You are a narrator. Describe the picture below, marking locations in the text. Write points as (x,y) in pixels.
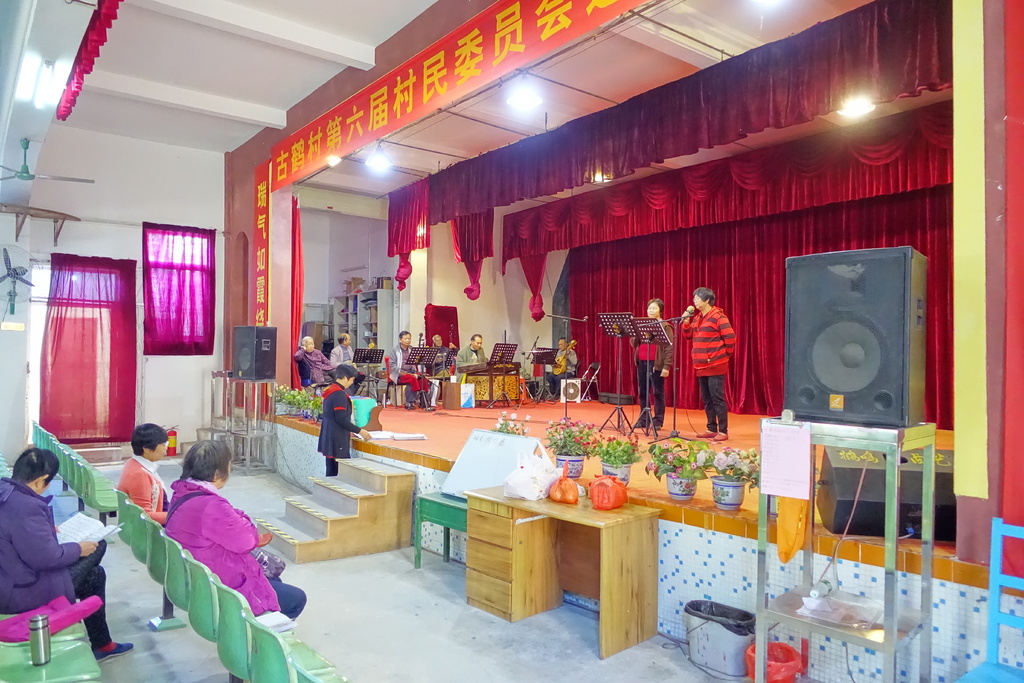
This picture shows a stage (450,419) on which two people (639,366) were standing and singing. There is a music band (411,367) in the background (358,351). We can observe some red curtains (626,205) here and a light (857,102). There is a speaker (828,340) in the right side (803,342) and there are some people (201,539) sitting down in the chairs (97,486) and listening to them.
